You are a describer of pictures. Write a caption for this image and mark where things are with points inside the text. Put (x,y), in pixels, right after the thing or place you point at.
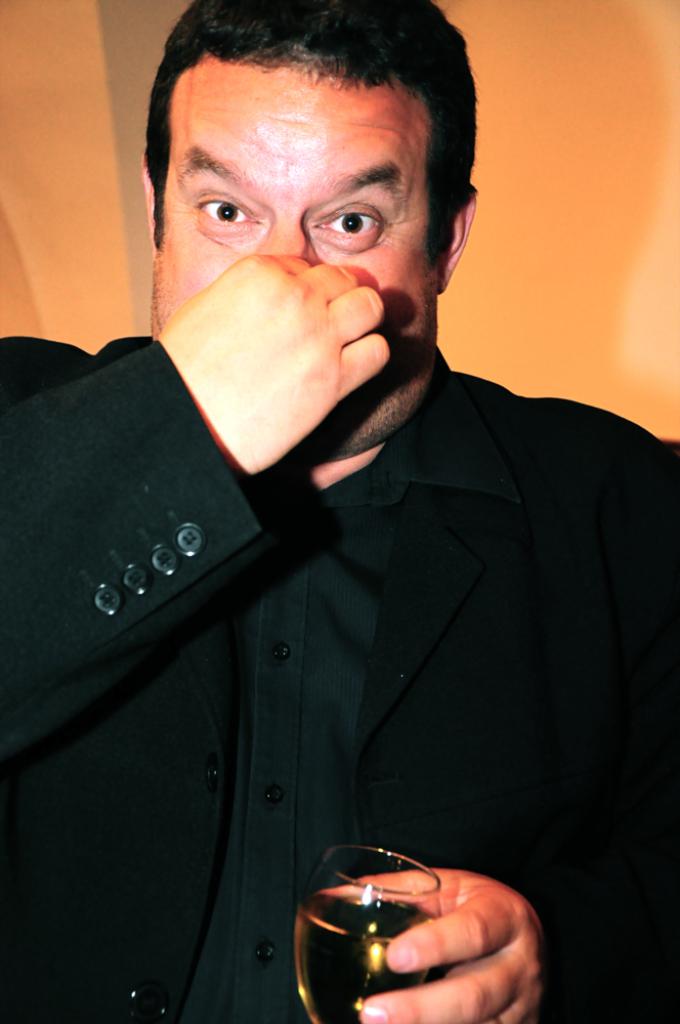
In this picture we can see a person (396,475), he is wearing a suit (95,670) and holding a wine glass (371,878) in his hand (444,871), and at the back (528,268) there is the wall (568,178).
